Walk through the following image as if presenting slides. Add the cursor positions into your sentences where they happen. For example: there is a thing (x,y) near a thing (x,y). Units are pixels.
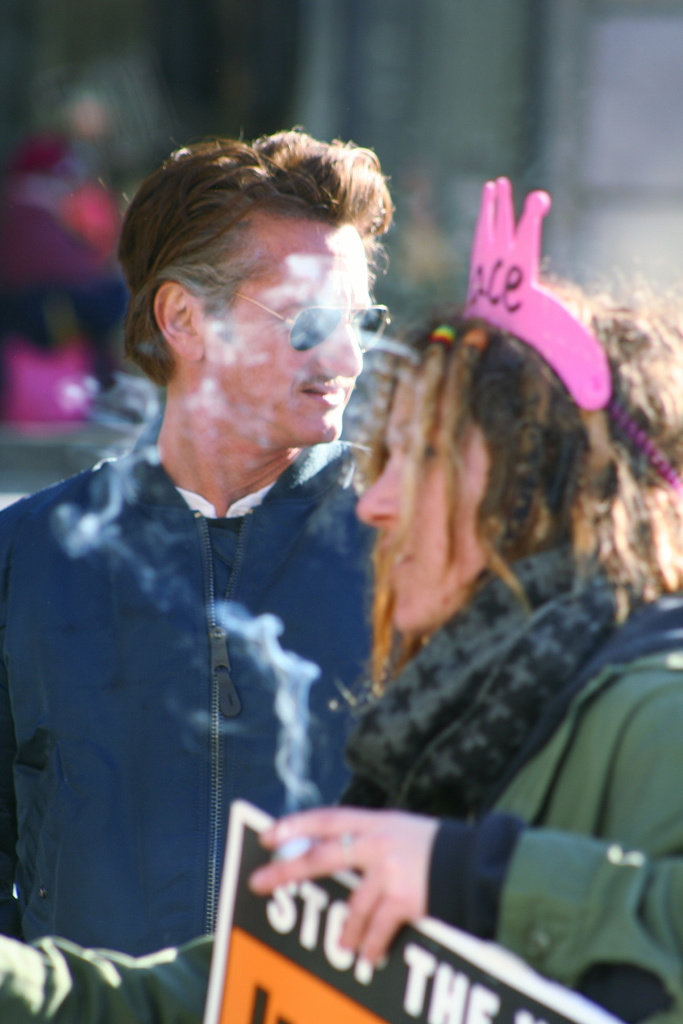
There are two people (260,798) standing and this woman (391,788) holding board (402,927) and cigarette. Background (469,159) it is blur.
